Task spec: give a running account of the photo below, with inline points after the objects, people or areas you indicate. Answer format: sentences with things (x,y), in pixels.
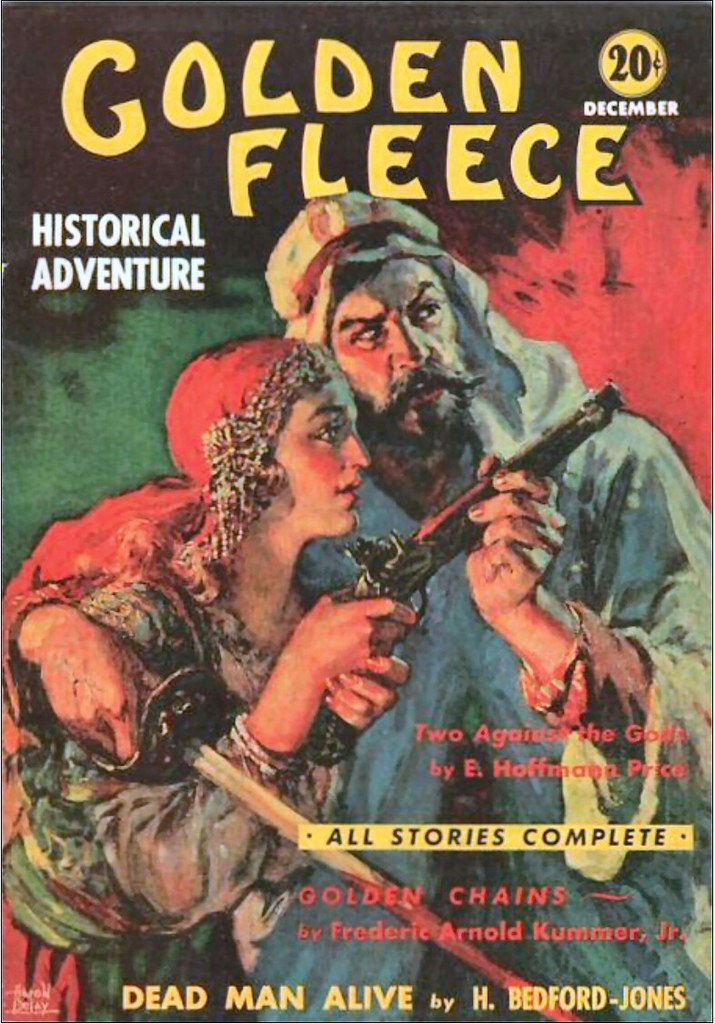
Something written on this poster (326,33). Here we can see a picture of two people (375,697) holding a gun (341,749).
